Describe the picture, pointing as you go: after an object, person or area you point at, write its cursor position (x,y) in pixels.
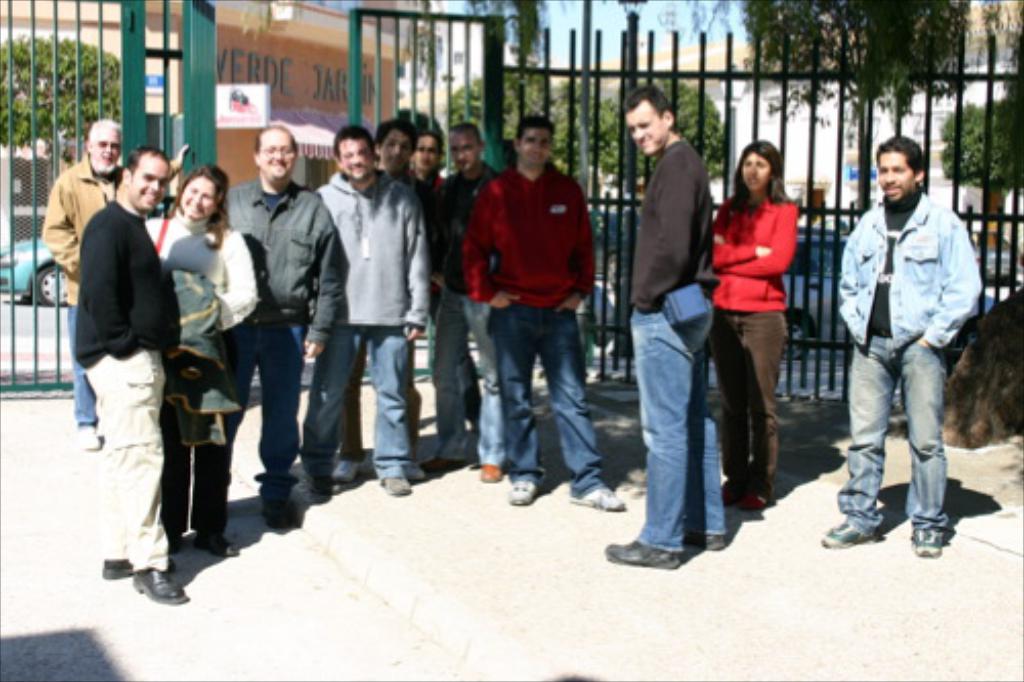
In this picture I can see group of people (720,214) standing, there are iron grilles (10,41), vehicles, there is a house (715,83) and there are trees (1004,360).
